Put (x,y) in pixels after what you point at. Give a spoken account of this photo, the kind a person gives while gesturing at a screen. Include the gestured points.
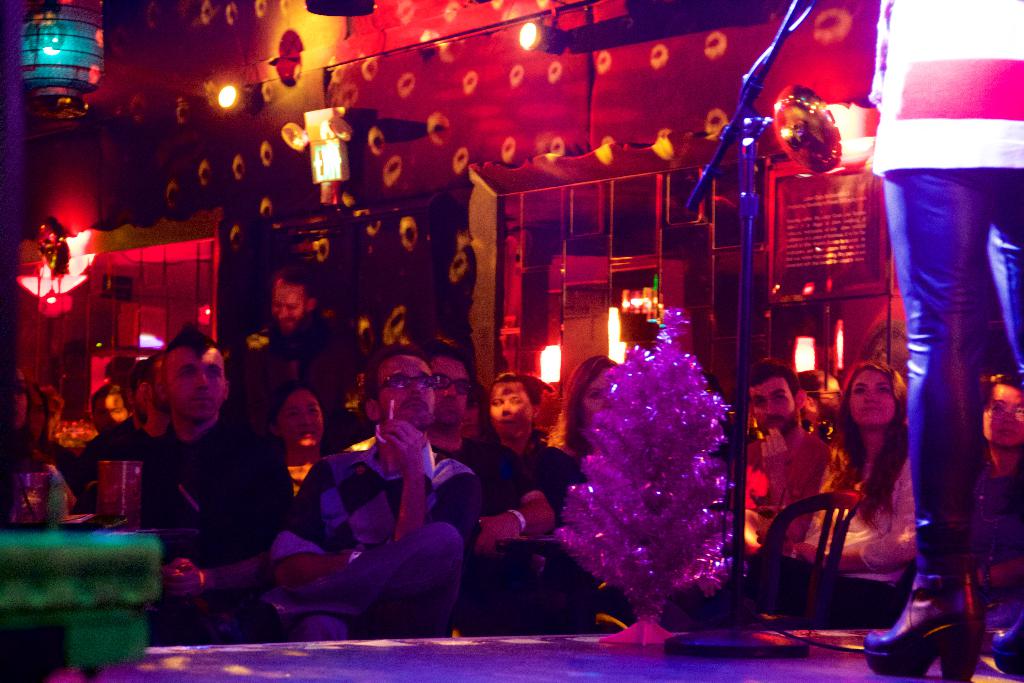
In this image there are a few people (320,475) seated on chairs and watching a performance by a person (958,199) on the stage (358,677).
